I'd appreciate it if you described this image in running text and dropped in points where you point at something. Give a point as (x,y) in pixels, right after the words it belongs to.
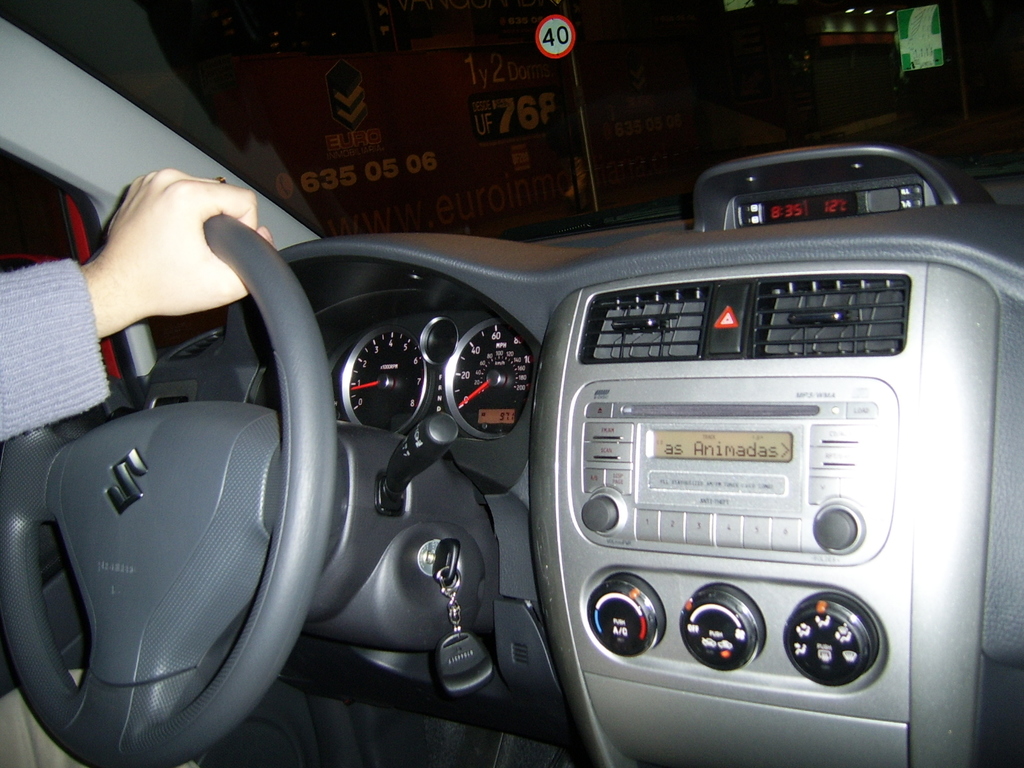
In this image I can see the inner part (420,378) of the vehicle (345,453). I can see the person (94,279) holding the steering (130,454) and the person (66,397) is wearing the ash color dress (68,354). In the background (392,163) I can see the lights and boards (554,192).
